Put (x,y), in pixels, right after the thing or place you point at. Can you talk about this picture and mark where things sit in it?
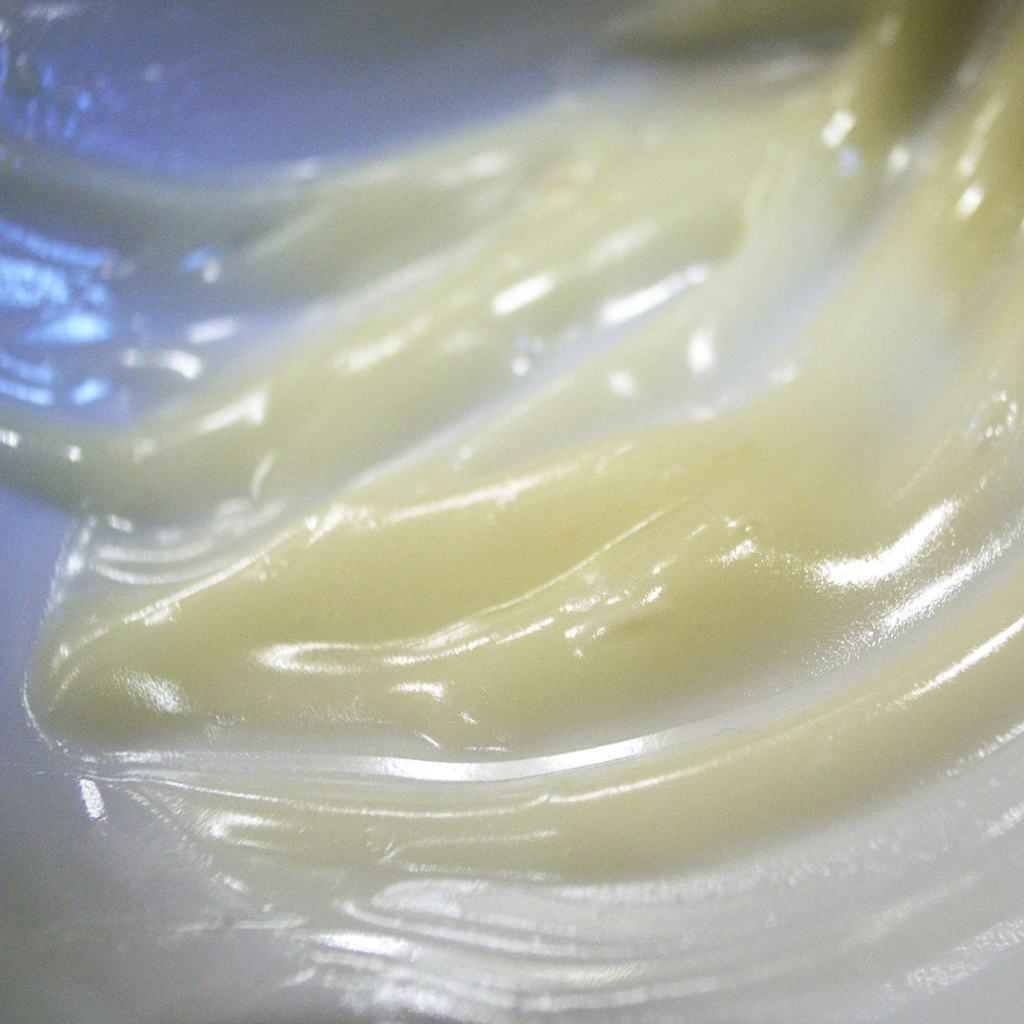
In this image we can see a white cream (483,684).
